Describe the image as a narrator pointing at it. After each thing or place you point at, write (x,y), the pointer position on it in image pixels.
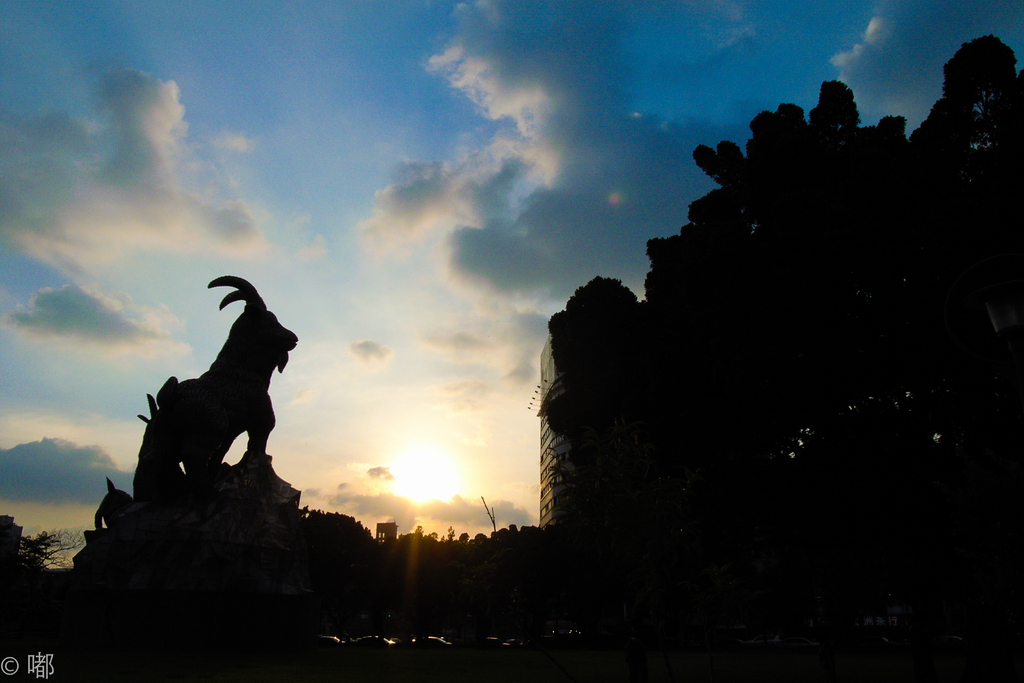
In this image there is a statue (248,419). Bottom of image (576,628) there are few vehicles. Behind there are few trees (365,546). Right side (723,232) there are few trees (704,471), behind there are few buildings (551,522). Top of image (58,219) there is sky (528,196) with some clouds (86,311) and a sun (425,478).
